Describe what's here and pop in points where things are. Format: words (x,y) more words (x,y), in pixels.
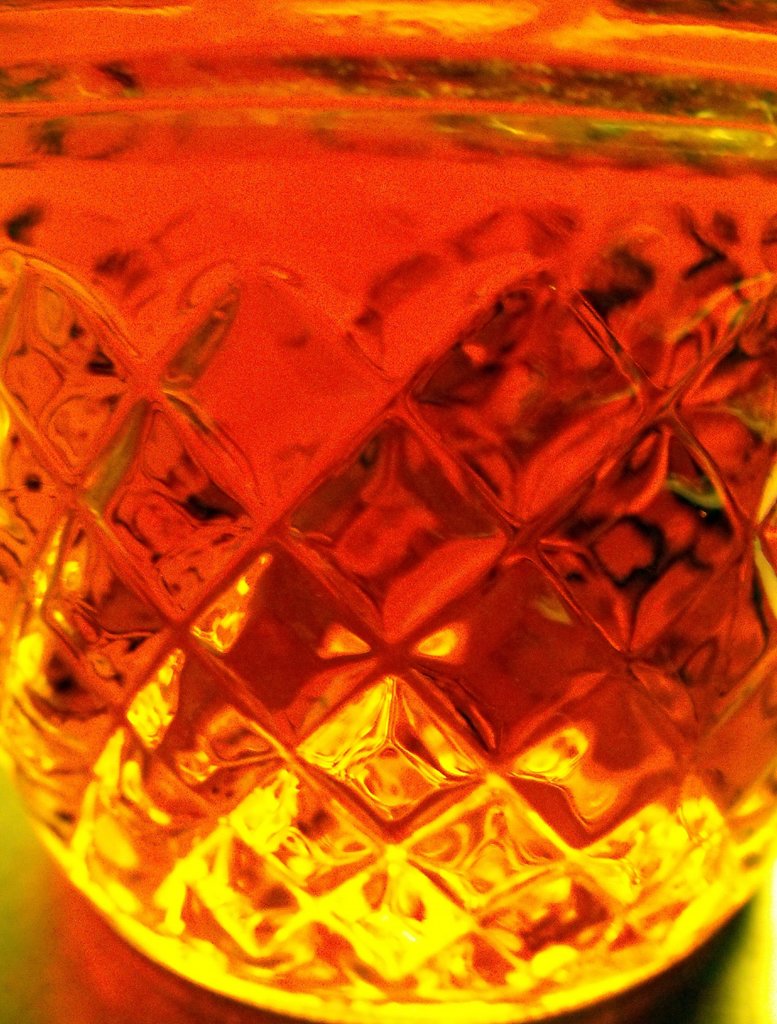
Here we can see colorful glass (558,793).
